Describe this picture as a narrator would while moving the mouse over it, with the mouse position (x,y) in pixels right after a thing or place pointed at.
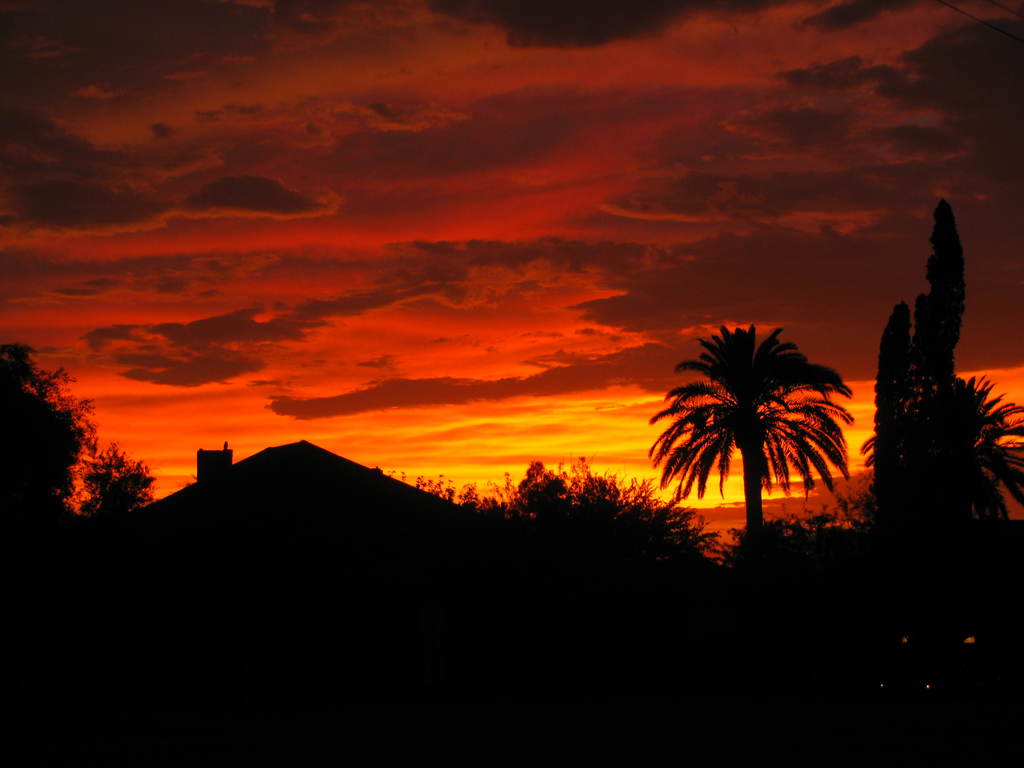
This image is dark where we can see houses (423,517), trees (670,584) and the orange colored sky (626,460) with clouds (543,299).
